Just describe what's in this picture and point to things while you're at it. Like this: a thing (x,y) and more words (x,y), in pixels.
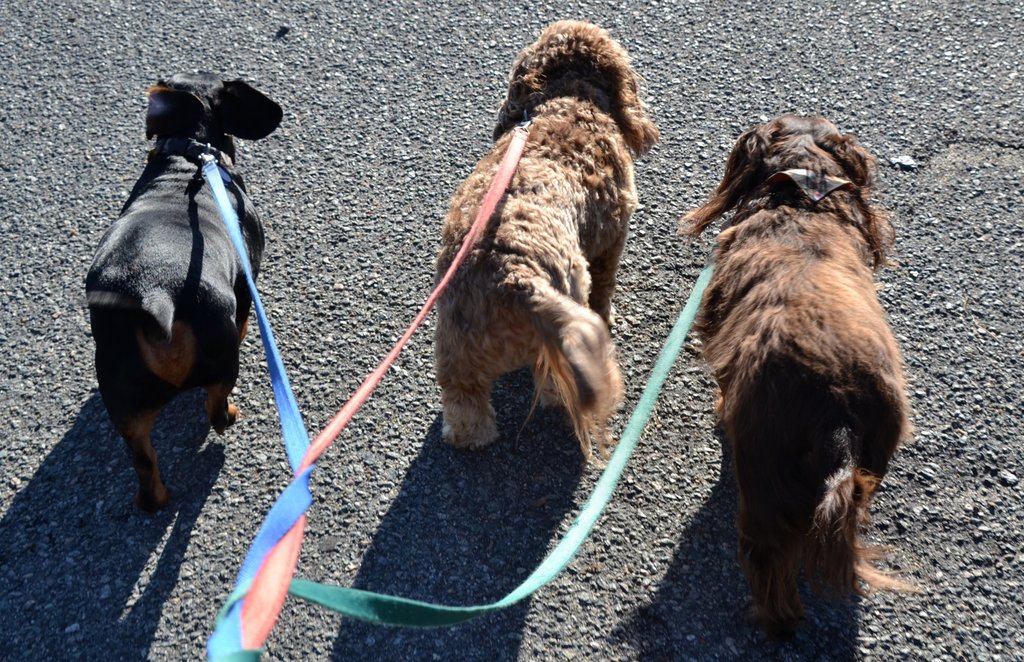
There is a blue color belt (260,323) which is tied to the neck (203,149) of a black color dog (173,161) which is on the road (212,440), orange color belt (399,346) which is tied to the neck (577,90) of a brown color dog (552,165) and green color belt (333,607) which is tied to the brown color dog (753,193) and mixed the three belts (272,592). In the background (280,38), there is black color road (446,29).
